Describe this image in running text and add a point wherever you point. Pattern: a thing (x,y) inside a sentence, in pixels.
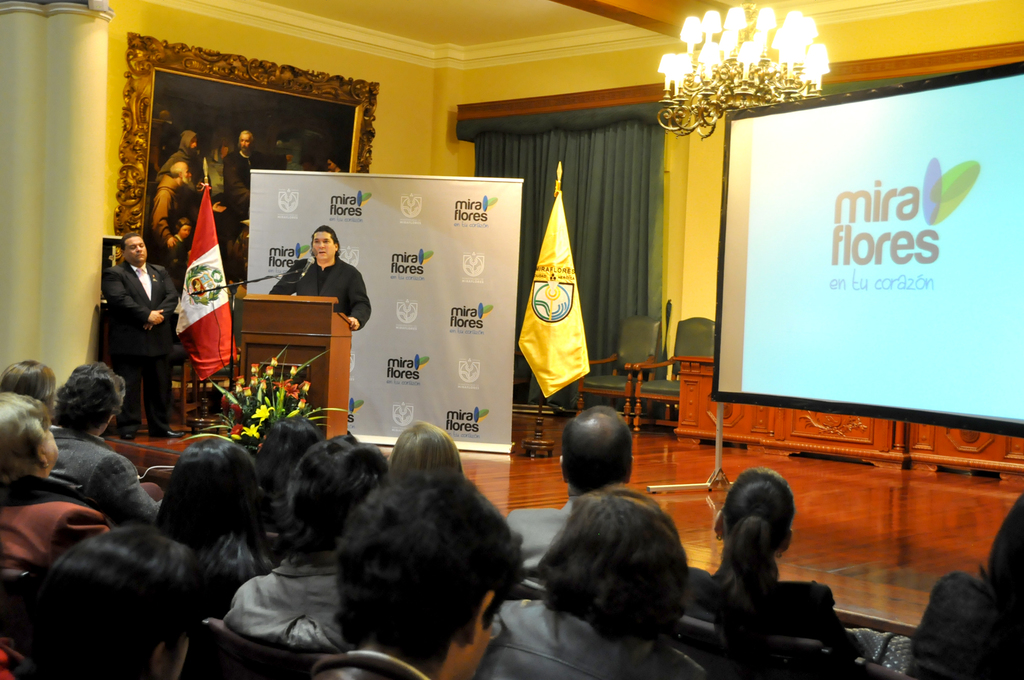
In this picture we can see people (225,611) are sitting in the chairs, one person (311,275) is standing and talking in front of mike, behind we can see screen (825,314), borders (302,197) and frames (175,101) to the wall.
